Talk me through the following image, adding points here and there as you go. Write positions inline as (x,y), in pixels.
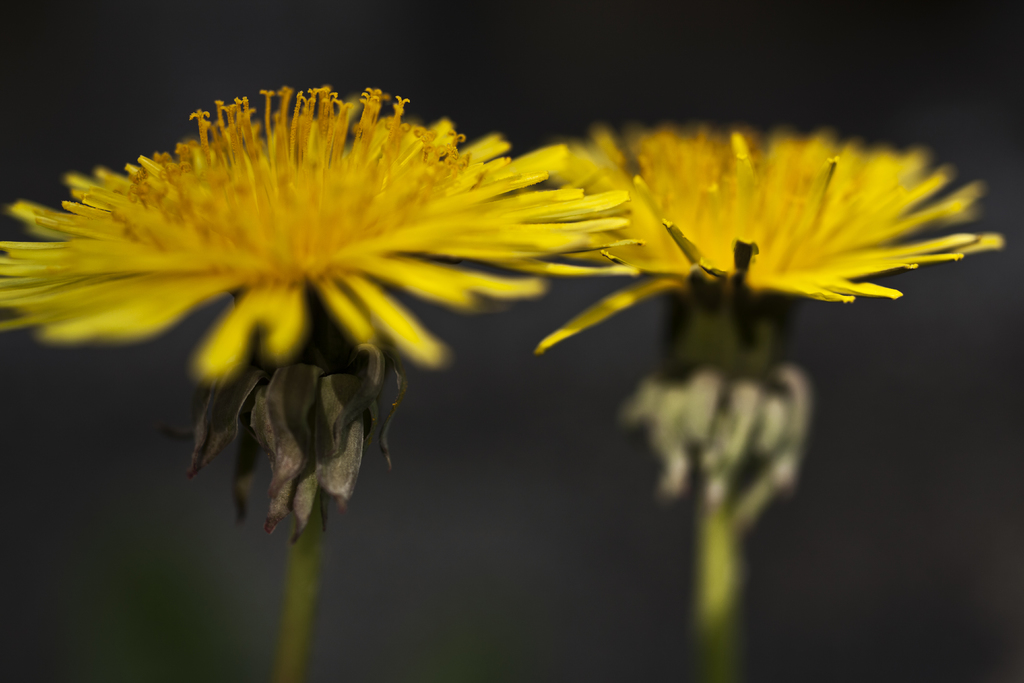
In this picture there are two yellow color flowers (462,249). At the back (484,411) there is a black background (463,446).
